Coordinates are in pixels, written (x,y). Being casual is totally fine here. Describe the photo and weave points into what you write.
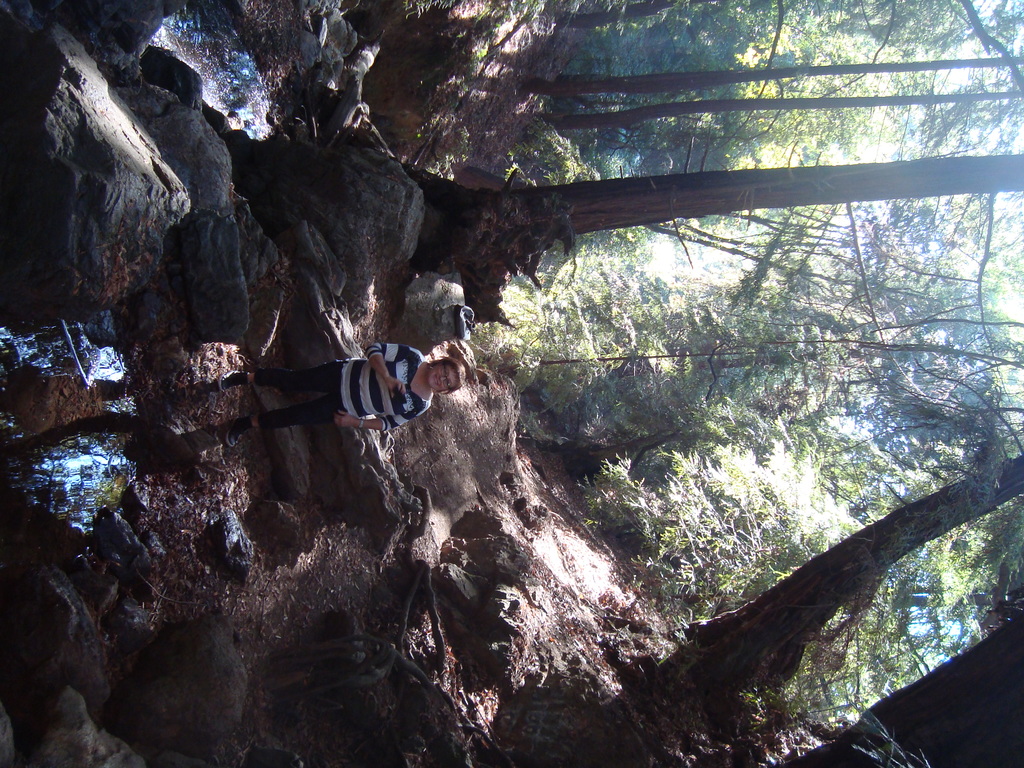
This is a rotated image. In this image we can see a lady (368,377) standing in between the rocks (152,318), in front of her there are some water (112,454). In the background (679,316) there are trees (830,598).
